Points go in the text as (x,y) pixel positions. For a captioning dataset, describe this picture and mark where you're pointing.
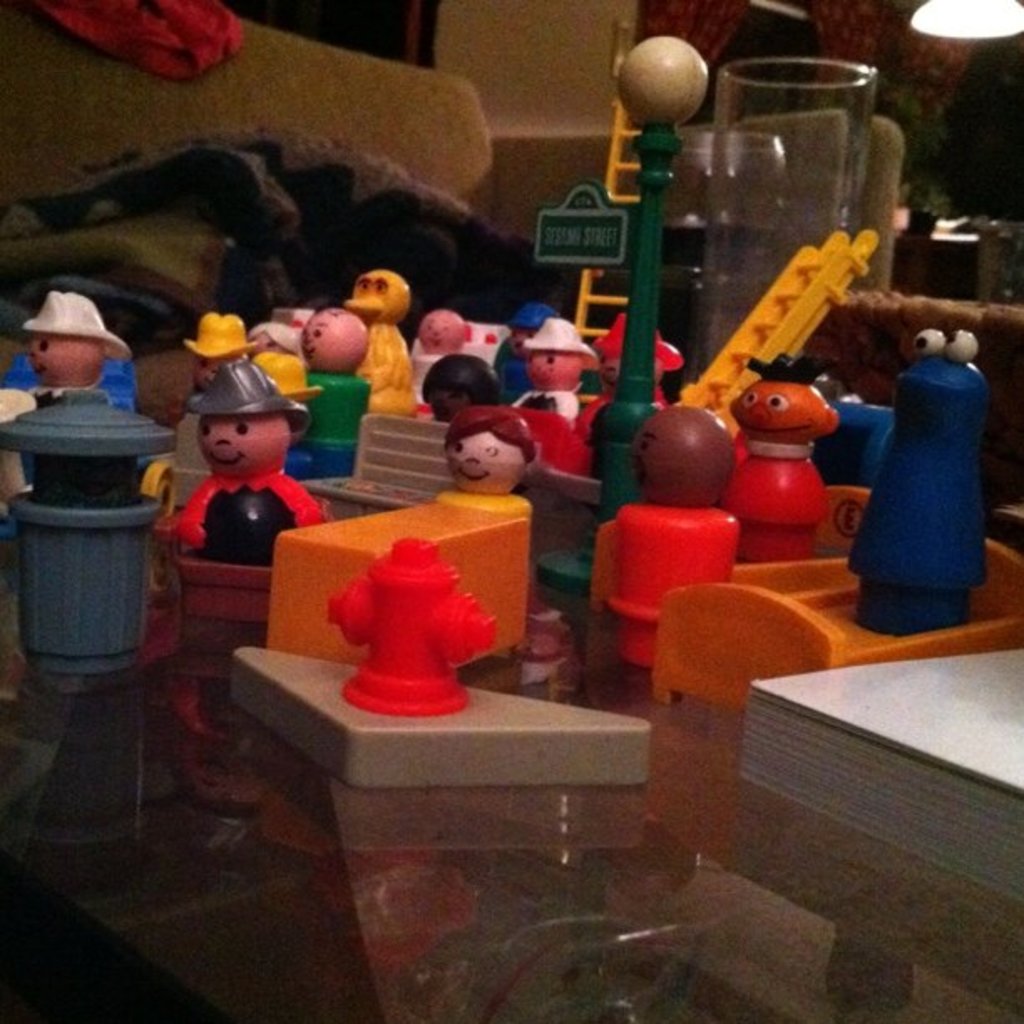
Here we can see different types of toys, pole (657,73) with a board (556,246) to it and a book (895,788) on the platform (537,829). In the background (211,264) we can see sofa (82,146) and clothes (221,192) on it and there is a wall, window (992,52), curtains (914,45) and two glasses (770,126). On the right (967,31) at the top corner (960,18) we can see a light (957,31).
